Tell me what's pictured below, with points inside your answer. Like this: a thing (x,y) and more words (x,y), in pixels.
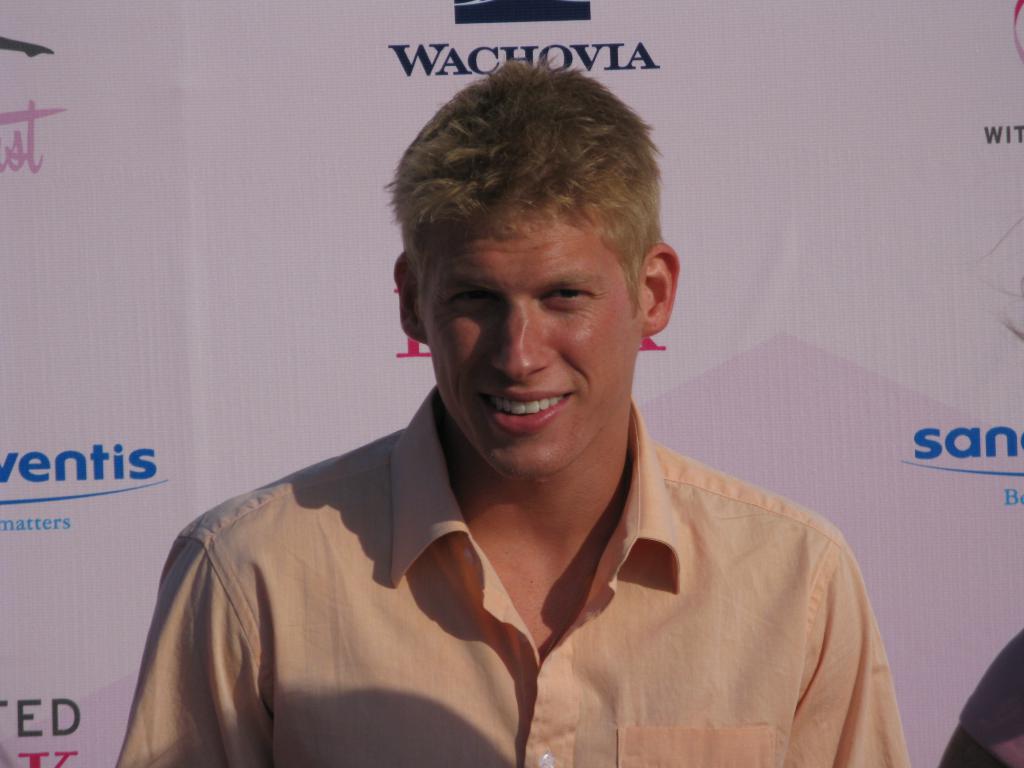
In this image in the center (460,496) there is a man (513,557) smiling. In the background (290,304) there is a banner (76,391) with some text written on it.
